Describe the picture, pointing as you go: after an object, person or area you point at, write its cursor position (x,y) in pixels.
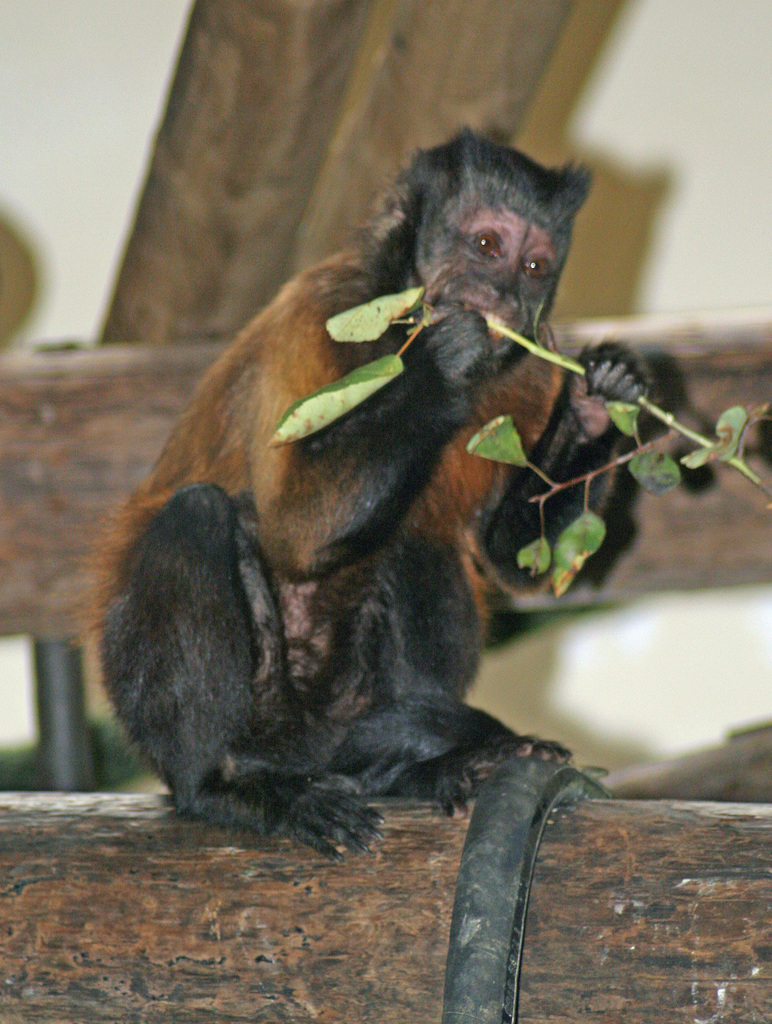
In the image there is a monkey (328,547) sitting on a wooden log (237,837) and it is eating some leaves (642,486), the background of the monkey (310,552) is blur.
